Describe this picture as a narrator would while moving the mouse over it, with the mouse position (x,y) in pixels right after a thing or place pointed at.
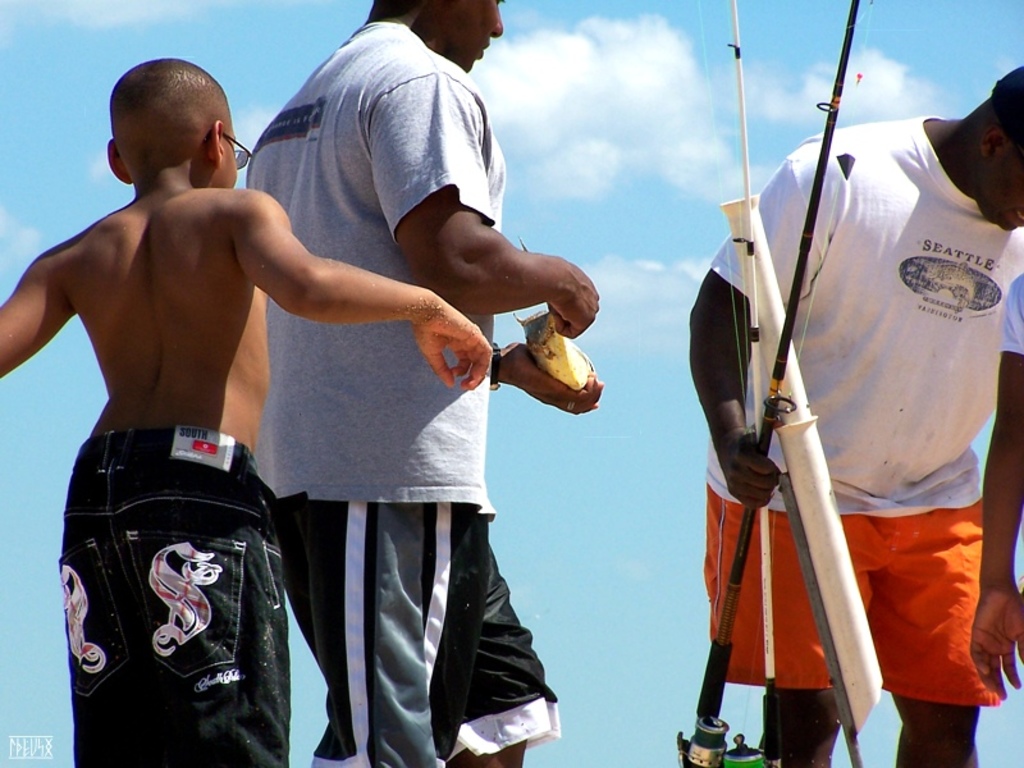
In this picture we can see three persons (471,434), a man (732,417) on the right side (761,419) is holding something, we can see the sky (630,205) in the background (594,152).
